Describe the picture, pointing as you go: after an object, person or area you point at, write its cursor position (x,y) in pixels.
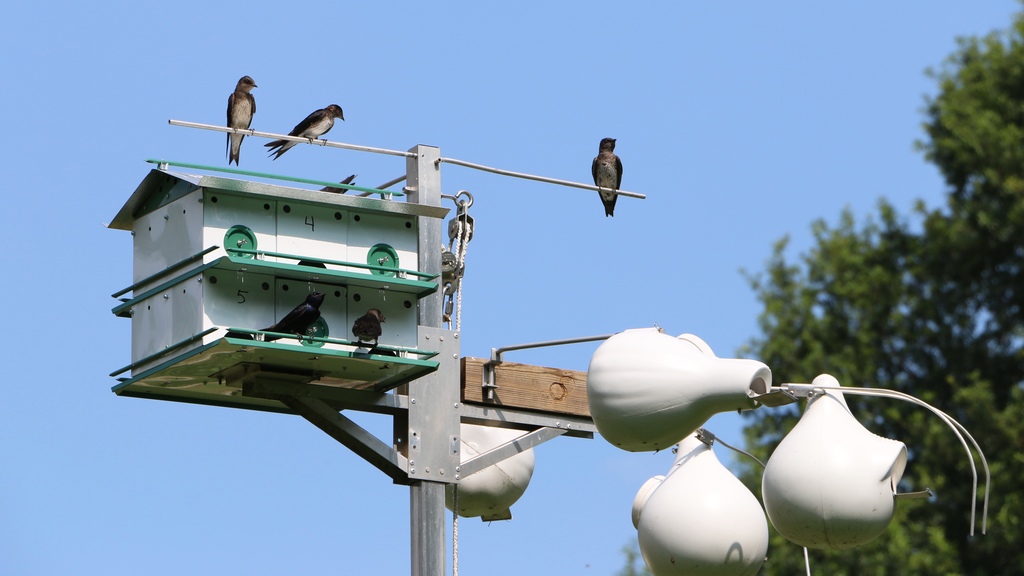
In this image I can see the pole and the bird house (337,302) to the pole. I can see few birds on the pole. These birds (310,129) are in white and black color. In the background (645,296) I can see trees (892,302) and the sky (375,129).
